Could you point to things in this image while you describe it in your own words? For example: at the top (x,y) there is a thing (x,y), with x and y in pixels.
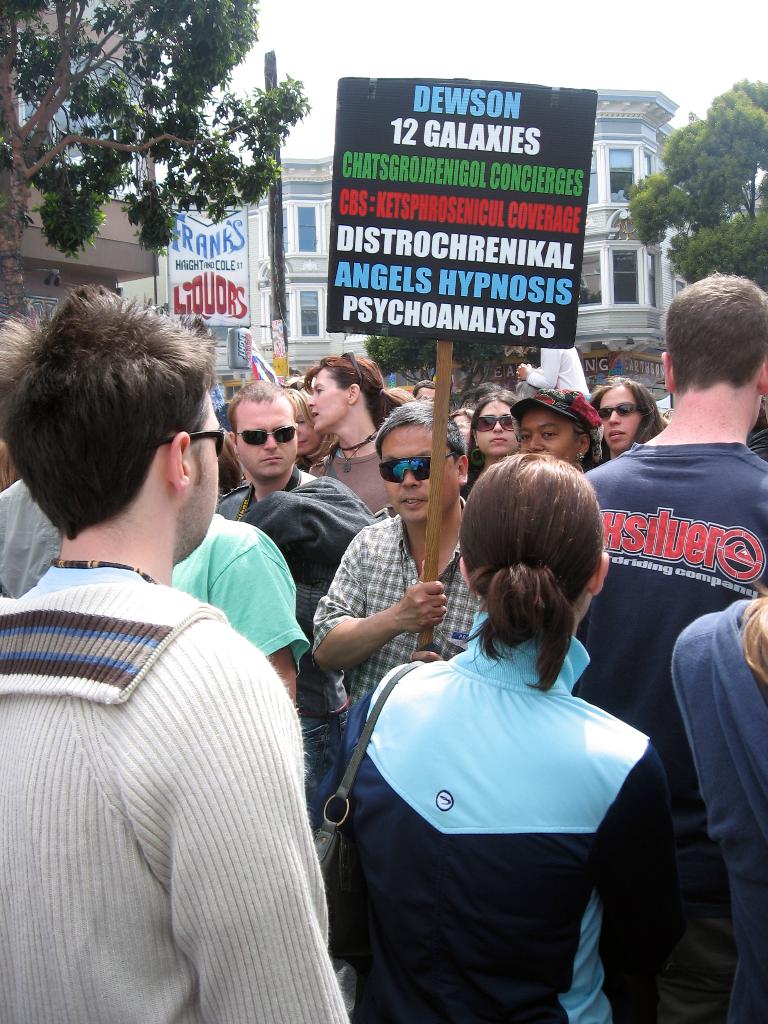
In this image there is a man (422,438) in the middle (396,576) who is holding the placard (455,261). There are few people (485,719) around him. In the background (614,261) there is a building (624,170). On the right side (713,164) top corner there is a tree (735,194). On the left side (194,218) top there is a board (192,267) and a tree (158,103).
